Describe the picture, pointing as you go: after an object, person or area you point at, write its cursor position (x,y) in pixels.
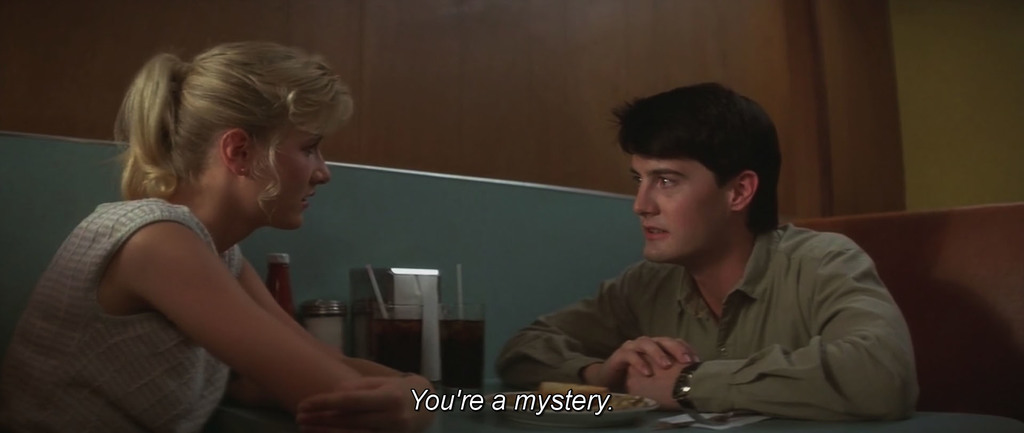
this image there are two persons (815,253) sitting and talking to each other at the middle of the image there are some drinks (408,311) and bottles (273,290) and at the background of the image (464,109) there is a wall (515,92).
